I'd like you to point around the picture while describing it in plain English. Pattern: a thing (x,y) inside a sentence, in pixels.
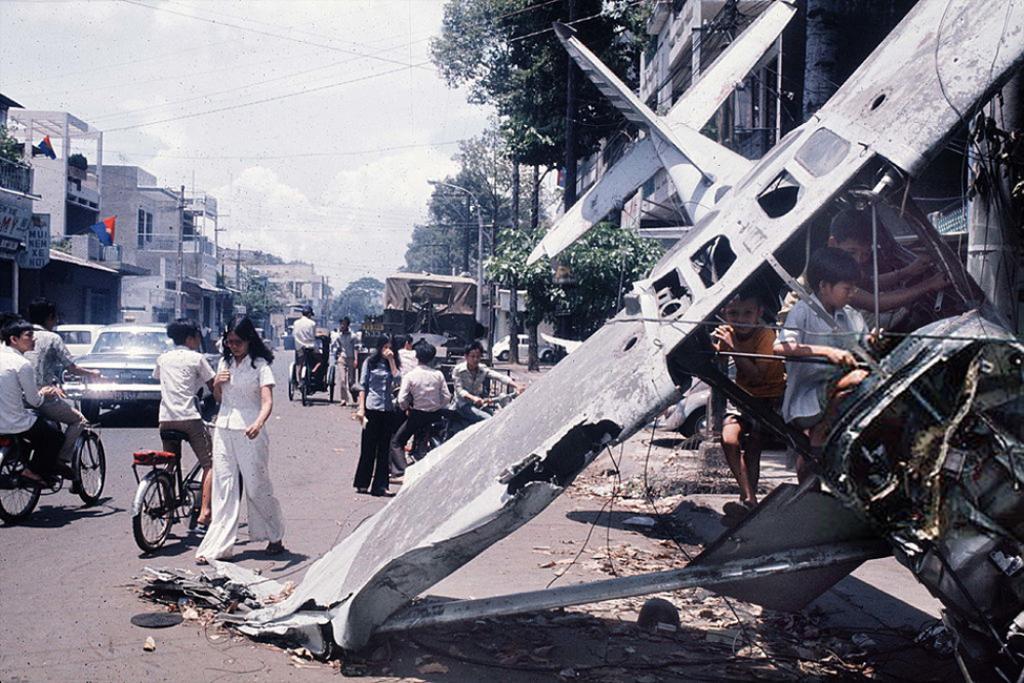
In this picture we can see a damaged aircraft (845,487) in the front (845,483), we can see some vehicles (123,395) and few persons (251,393) in the middle (373,387), on the right side (701,64) and left side (69,212) there are buildings (90,195), there are trees (432,242) and poles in the background (444,249), we can see the sky (280,56) at the top of the picture (268,53).
